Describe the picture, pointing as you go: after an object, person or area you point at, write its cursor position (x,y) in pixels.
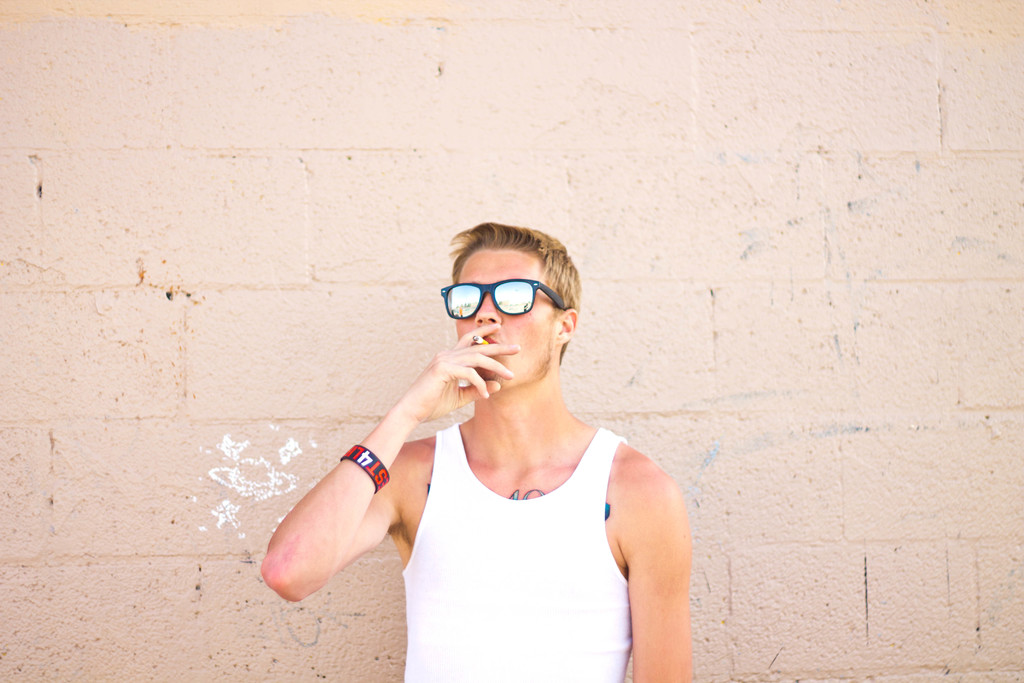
In this image we can see a person (543,572) holding an object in his hand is standing. In the background (695,85), we can see the wall (568,103).
